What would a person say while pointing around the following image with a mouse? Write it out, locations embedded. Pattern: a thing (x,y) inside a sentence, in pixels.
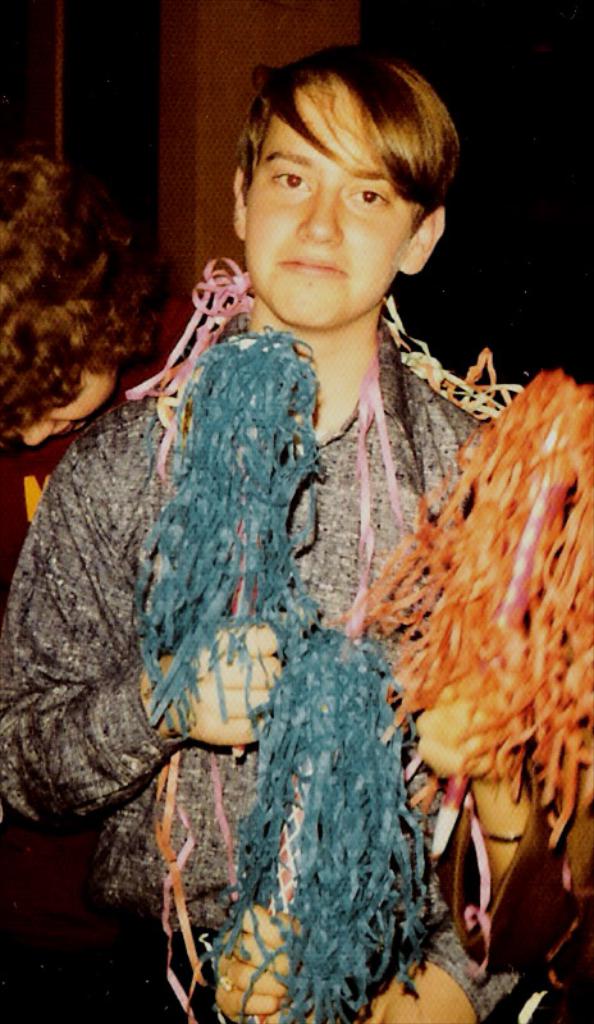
In the image there is a boy (319,560), he is holding some crafted items (273,702) with his hand (259,716) and behind the boy (315,596) there is some other person (501,844) holding another item (499,594) and behind him there is another boy (68,271).
